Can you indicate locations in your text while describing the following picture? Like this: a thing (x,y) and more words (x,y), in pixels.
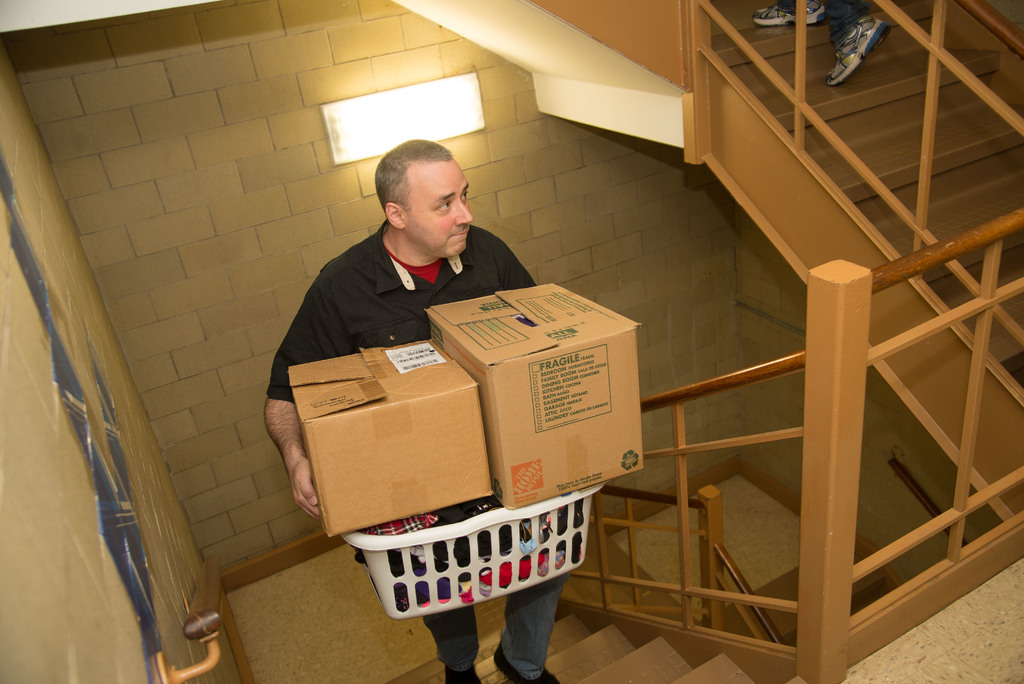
In this image we can see a man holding the basket (519,518) with the clothes (463,519) and also the cardboard boxes (607,412). We can also see the stairs (681,679), railing (761,643), path (278,590), walls (60,535) and also the light (408,120). We can also see some person's legs (853,17).
